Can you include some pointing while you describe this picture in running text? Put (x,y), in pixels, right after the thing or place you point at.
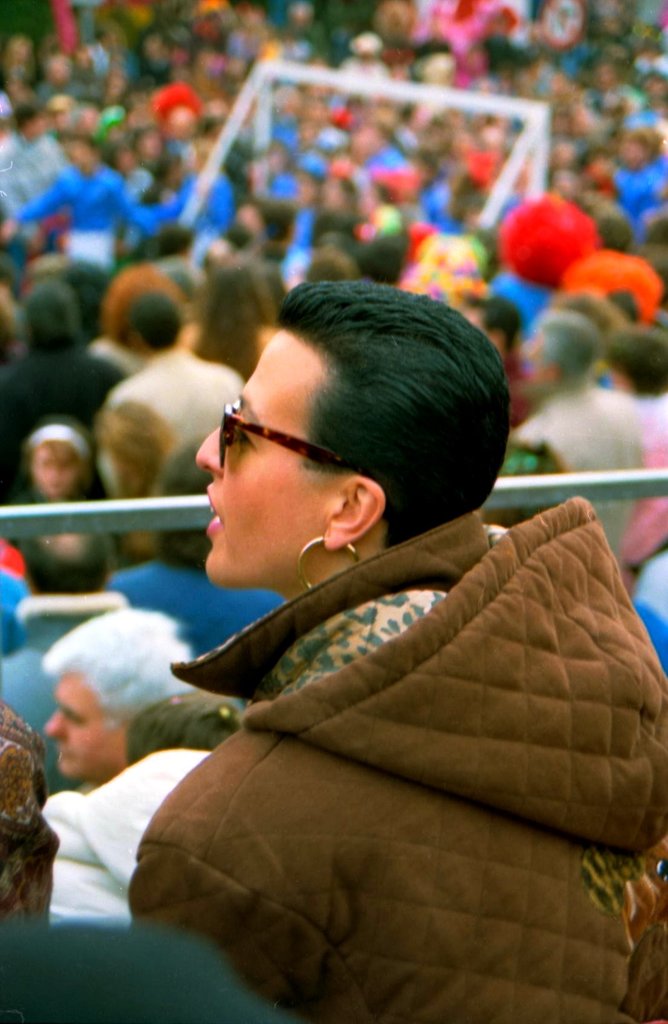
The woman (338,736) in front of the picture wearing a brown jacket (285,802) and goggles (231,437) is trying to talk something. In front of her, we see people (85,719) sitting. In front of them, we see an iron rod (98,517). In the background (108,177), we see many people (347,209) are standing. It is blurred in the background (182,258).
